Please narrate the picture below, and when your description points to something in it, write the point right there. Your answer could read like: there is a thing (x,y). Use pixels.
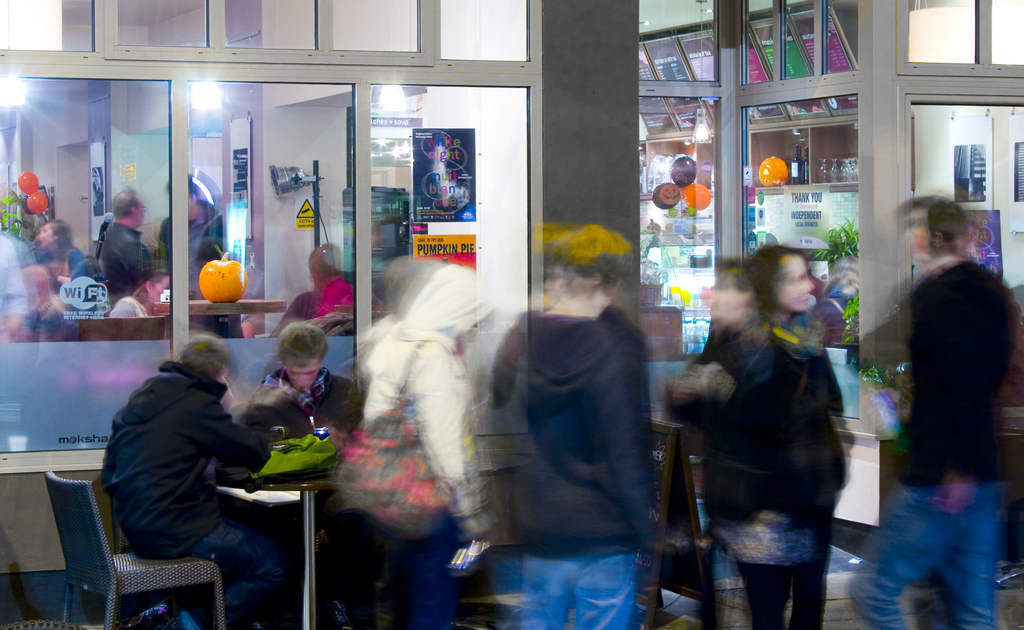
On the left (220,458) 2 persons (256,433) are sitting on the chair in the right (878,575) and few persons (738,378) are standing and talking each other.
